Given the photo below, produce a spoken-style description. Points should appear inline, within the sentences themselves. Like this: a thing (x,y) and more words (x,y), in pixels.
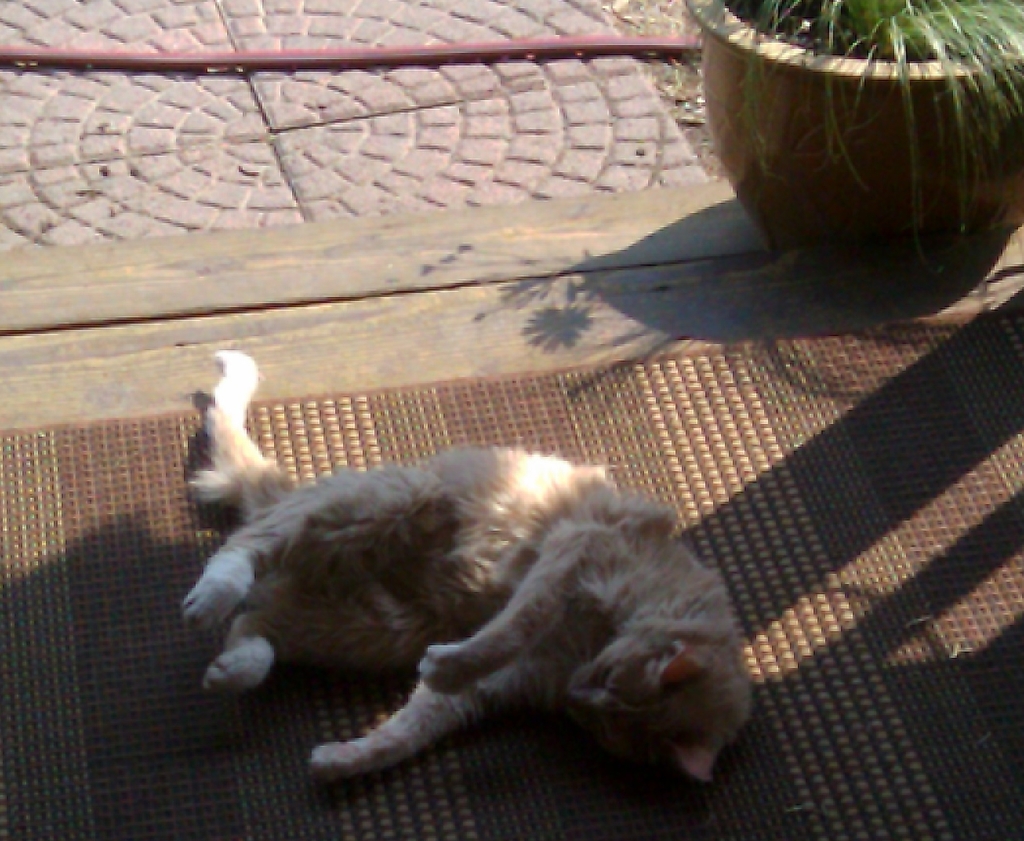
In the image we can see there is a cat (395,611) lying on the floor (22,736) and there is a plant (895,48) in a pot (890,104).
